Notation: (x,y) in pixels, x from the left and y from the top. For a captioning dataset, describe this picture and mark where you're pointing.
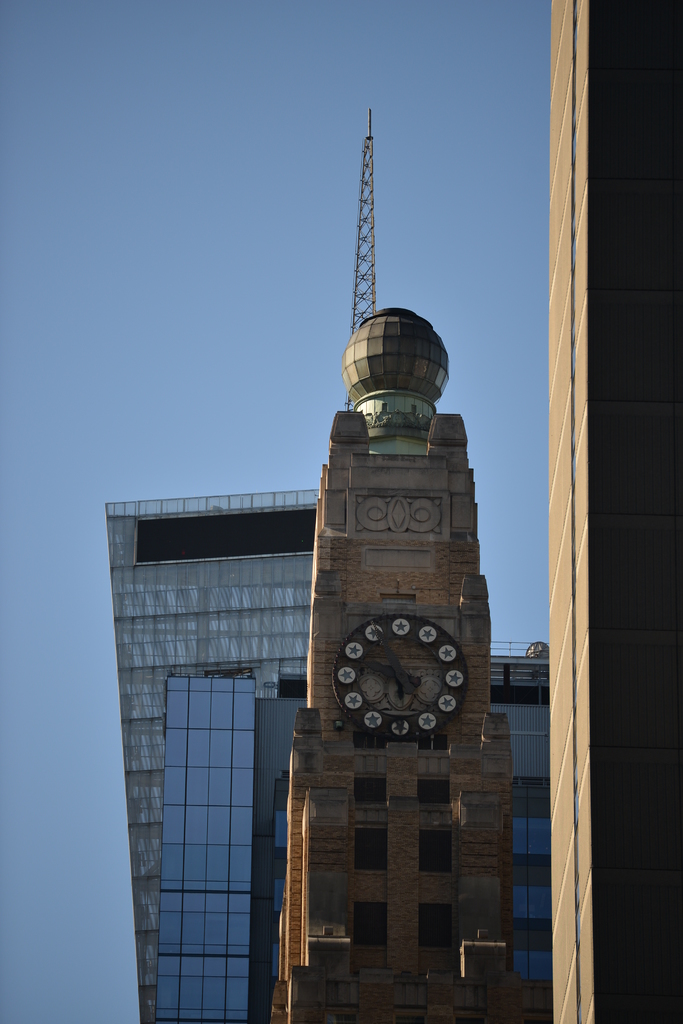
In this image I can see the buildings (672,611) and the tower (373,311). In the background (236,358) I can see the sky (261,374).
